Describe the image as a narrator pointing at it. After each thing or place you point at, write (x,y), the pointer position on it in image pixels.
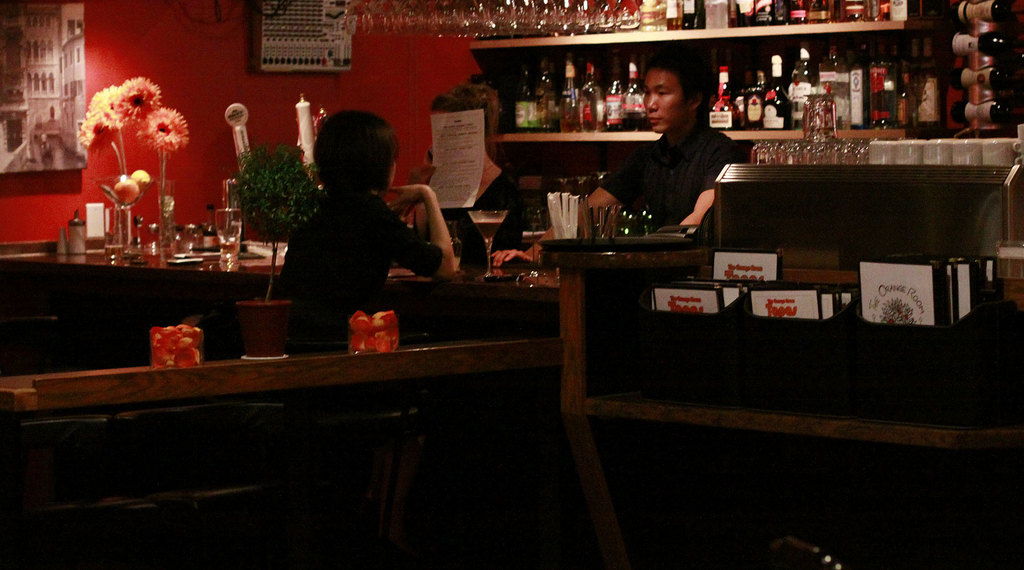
It is a bar (496,318), there is a person (360,277) sitting in front of a bar table (473,271) and on the other side the bar tender (636,175) is placing the drink (486,240) on the table (495,267), there are many other glasses (225,205), flower vases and other items (613,207) kept on the table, in the background (508,75) there are many alcohol bottles (793,9) placed in the shelves (544,140), on the right side (752,249) there are some other things (743,269) kept in the holders (730,342), there is a plant (279,339) kept on a wooden table (253,374) behind the person (327,233).
